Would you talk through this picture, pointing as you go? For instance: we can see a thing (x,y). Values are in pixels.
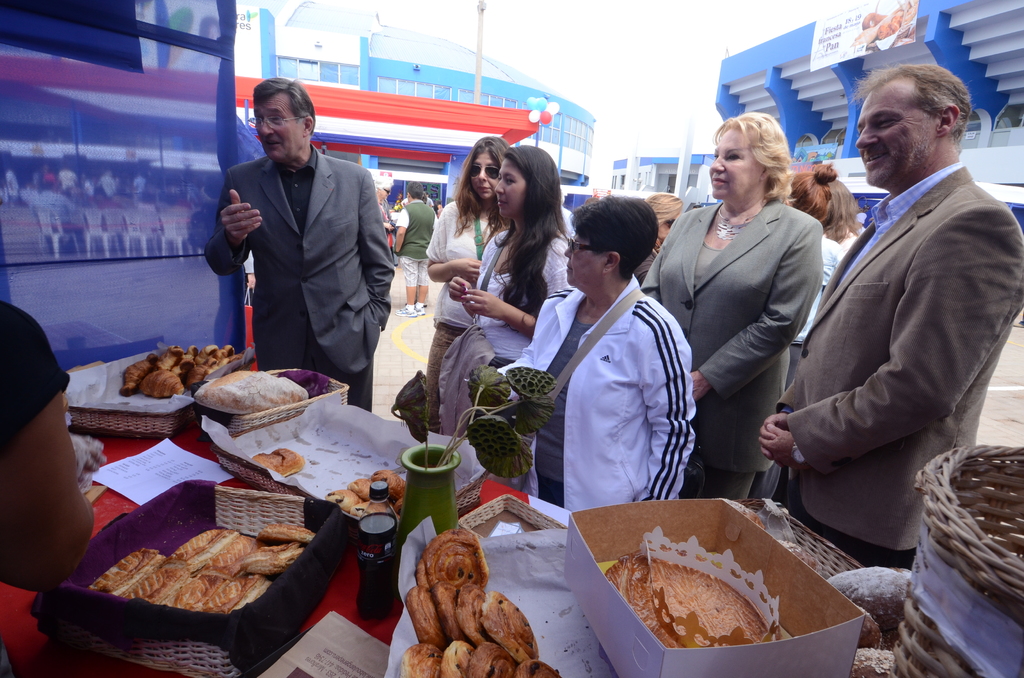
In the middle of the picture (565,329), we see people (759,322) are standing. In front of them, we see a table (355,588) which is covered with red color cloth (137,438). On the table (390,626), we see a pastry box (604,555), baskets (226,464) containing baked items (183,365), flower vase (408,516), bottle (386,559), papers (164,455) and basket (902,659) are placed. Behind them, we see people (422,224) are standing. In the background (574,145), there are buildings (554,123). On the left side (124,233), we see a projector screen (109,297) or a banner (85,220) in blue color.
